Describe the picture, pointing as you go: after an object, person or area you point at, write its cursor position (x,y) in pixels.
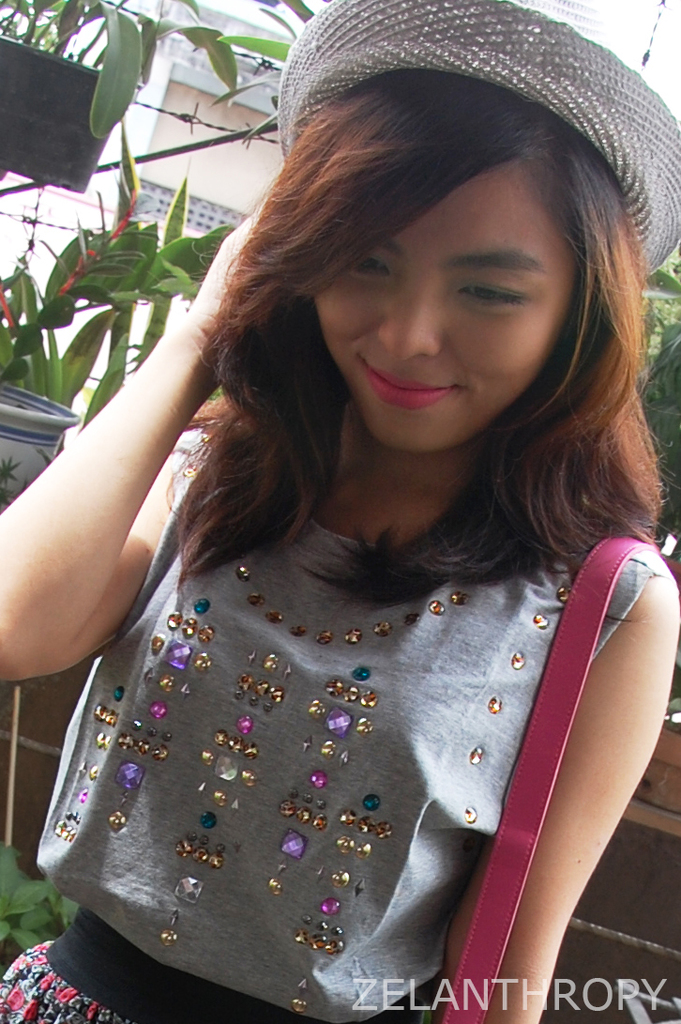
In this image I can see a person (182,996) wearing gray color shirt (204,938) and pink color bag (513,816), background (221,166) I can see few plants (16,306) in green color, a building (225,157) in cream color and the sky (616,20) is in white color.
